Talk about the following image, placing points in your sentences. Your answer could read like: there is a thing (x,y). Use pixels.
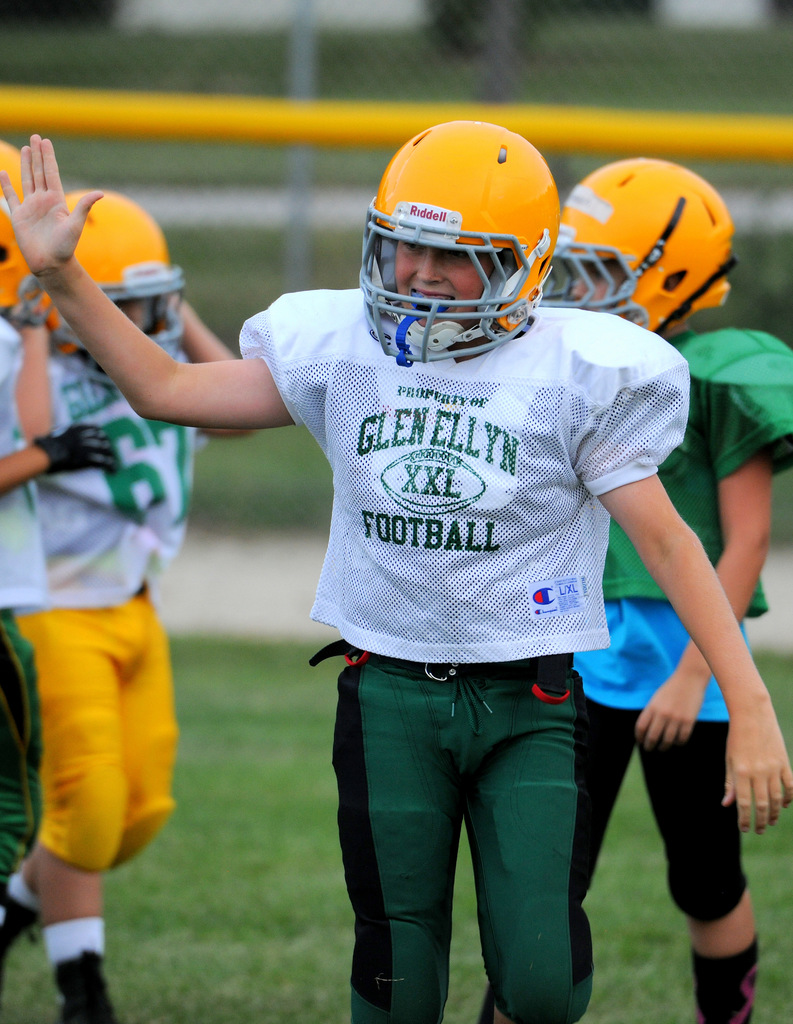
In this picture, we can see a few people (354,545) with helmets (463,191), and we can see the ground (248,758) with grass (131,940), and we can see the blurred background (363,151).
